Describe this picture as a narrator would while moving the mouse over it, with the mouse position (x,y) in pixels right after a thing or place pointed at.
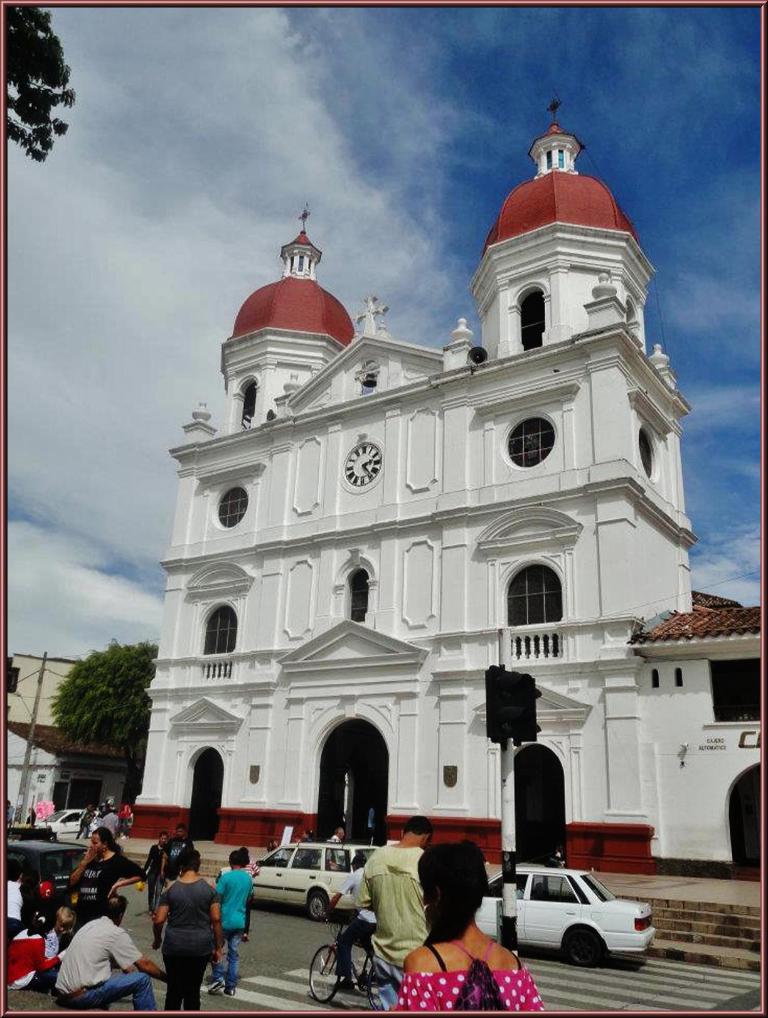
In this image I can see group of people (513,977). There are buildings (375,660), trees (17,64), vehicles (588,940) and poles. In the background (323,244) there is sky (150,88).
